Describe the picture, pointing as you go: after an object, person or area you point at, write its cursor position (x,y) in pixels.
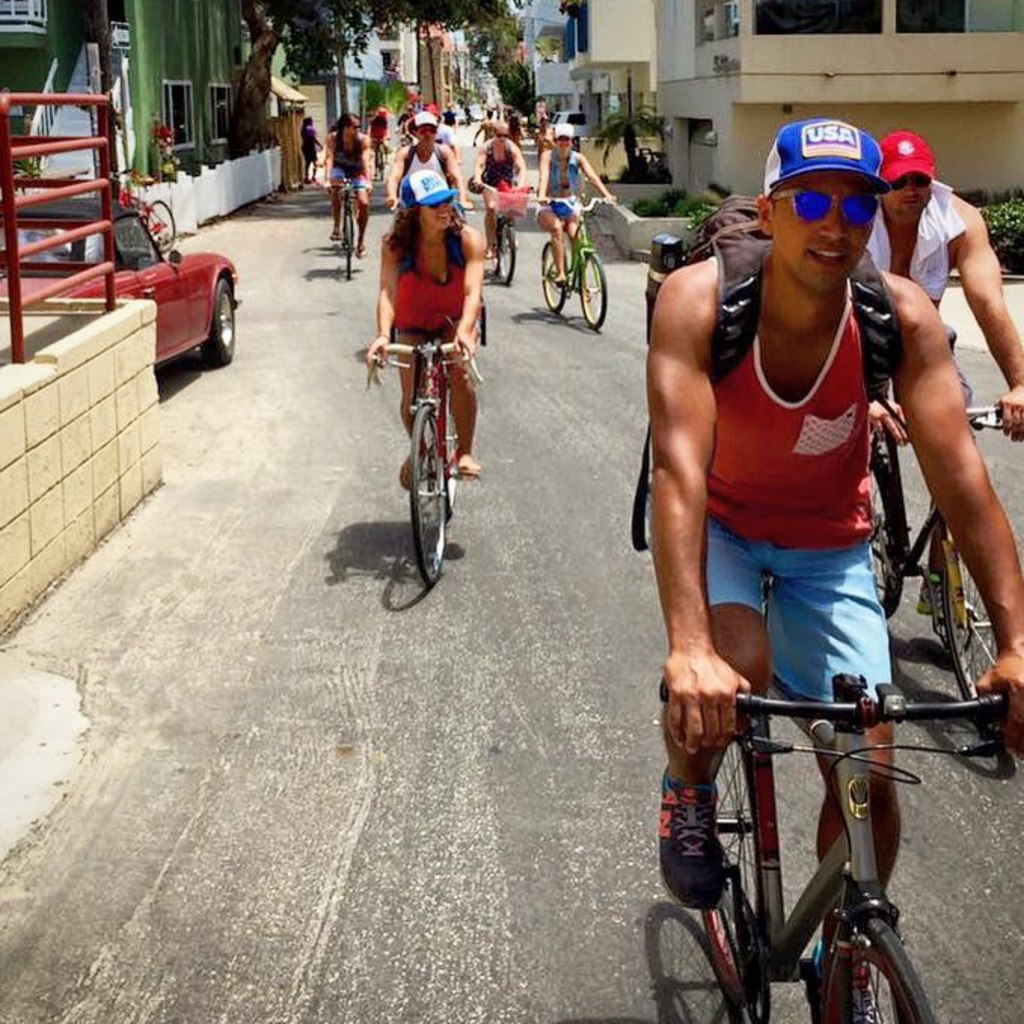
there are so many people (835,321) riding bicycles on a road (272,232) behind them they are buildings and a car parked on the road (347,733).
